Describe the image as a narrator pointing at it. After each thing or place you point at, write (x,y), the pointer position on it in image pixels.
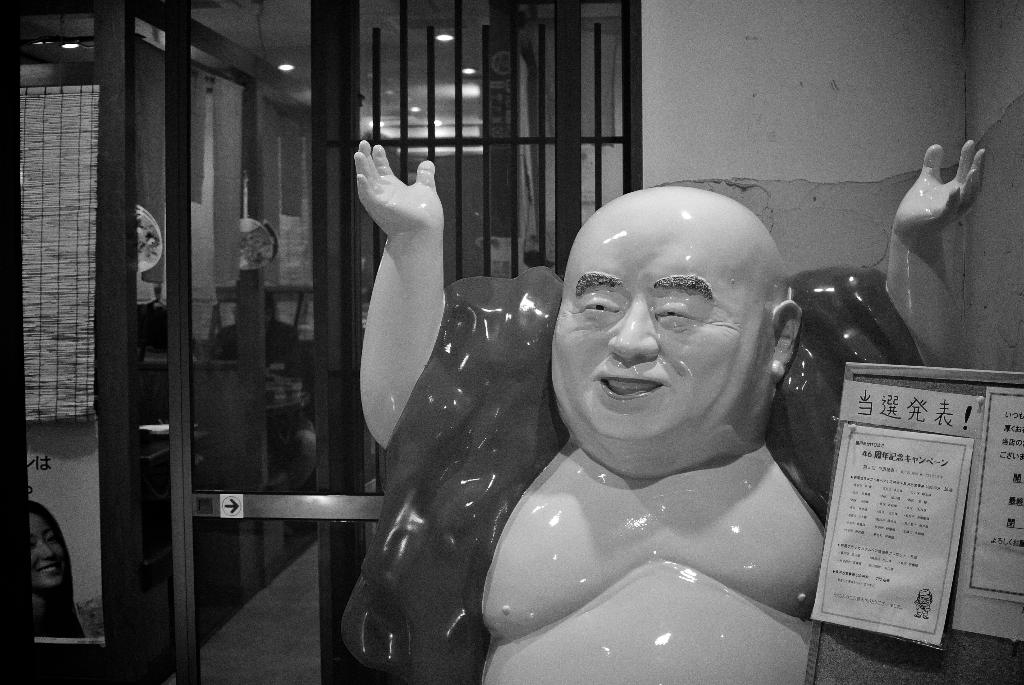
This image is a black and white image. This image is taken indoors. On the right side of the image (761,396) there is a statue of a man (685,385) and there are a few papers (926,527) with a text (919,472) on board (907,379) and there is a wall (821,87). In the background (281,179) there are a few walls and there are few grills (513,152). There is a door (223,353). At the top of the image (275,37) there is a roof (279,51) with a few lights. On the left side of the image (88,345) there is a glass door (72,252) and we can see a poster (55,553) with the face (58,583) of a woman (43,550) and a window blind (55,253) behind the glass (68,385).
